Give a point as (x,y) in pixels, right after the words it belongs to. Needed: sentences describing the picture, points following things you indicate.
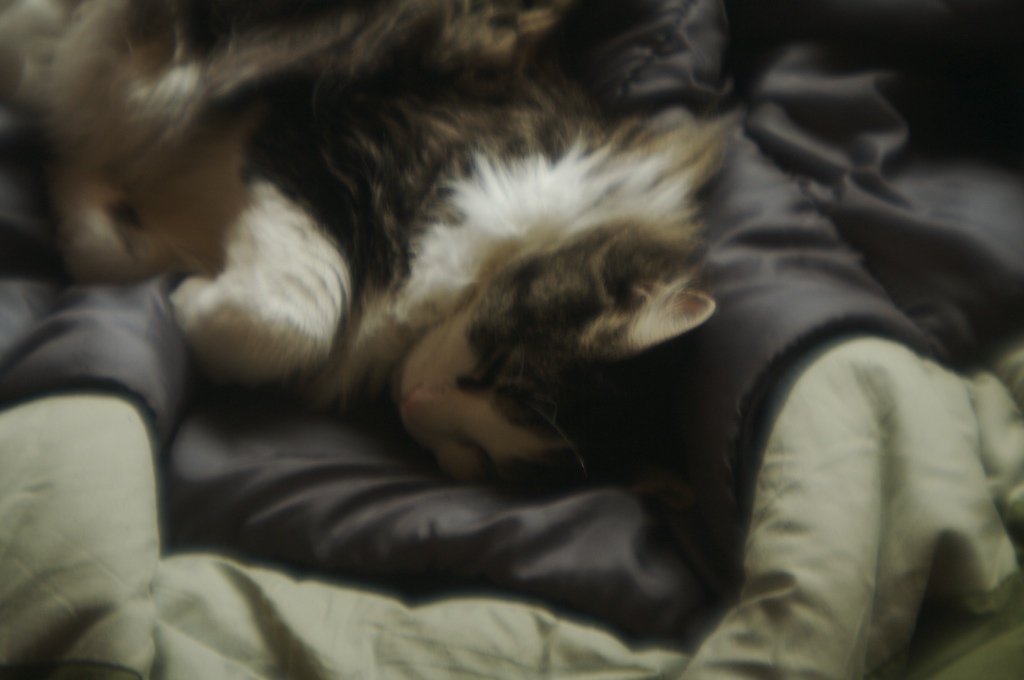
In this image, we can see a cat (489,331) on the bed (865,322).
